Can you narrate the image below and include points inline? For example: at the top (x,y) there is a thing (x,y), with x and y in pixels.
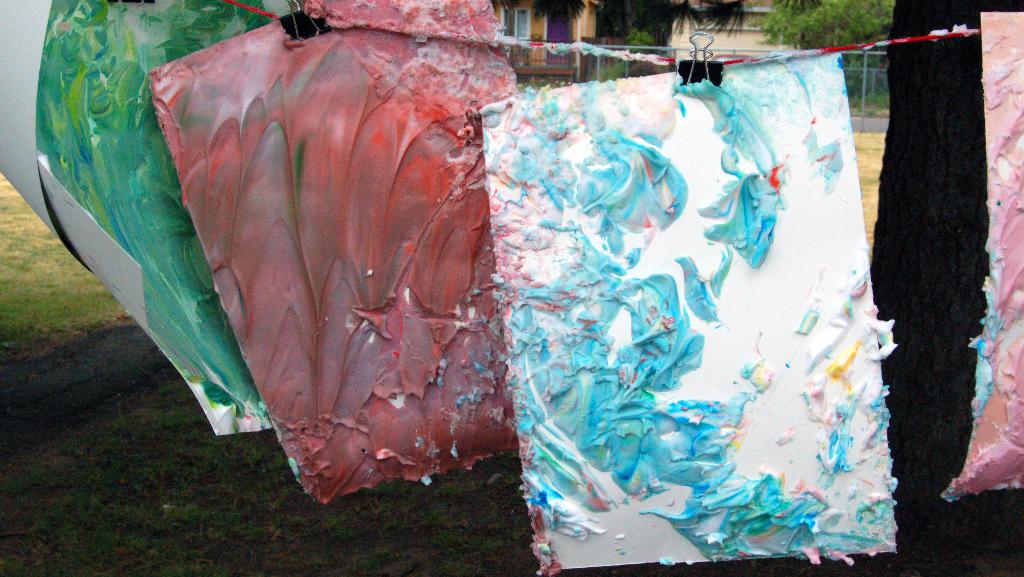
In this image we can see some paintings (386,176) which are hanged to the hanger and in the background of the image (801,39) there are some trees (769,26) and houses (731,37).
